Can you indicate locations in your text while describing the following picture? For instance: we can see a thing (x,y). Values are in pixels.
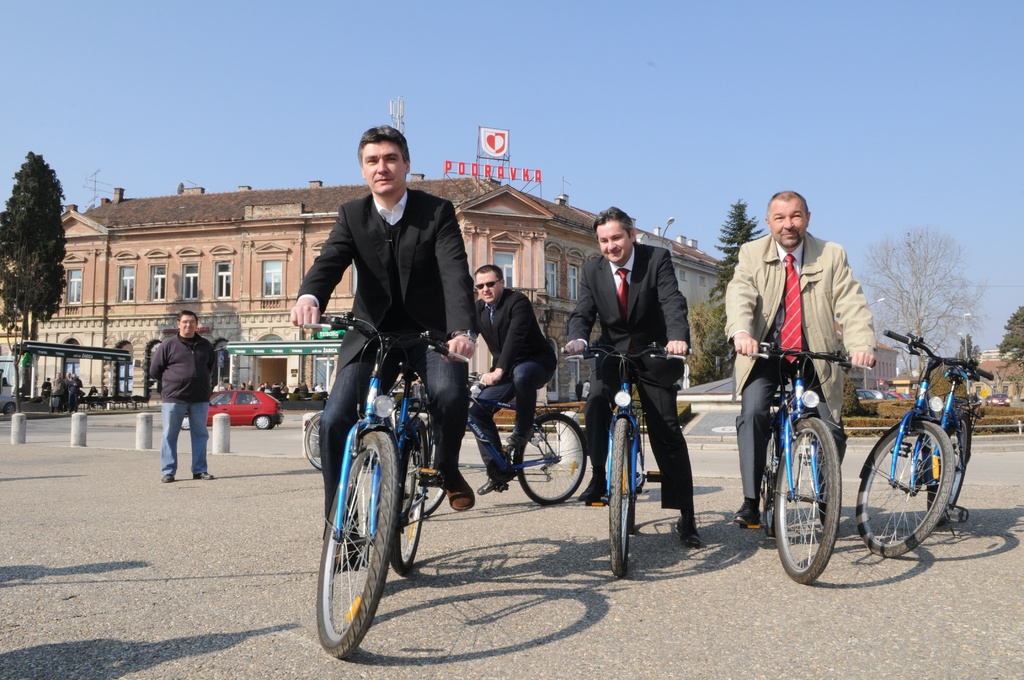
There are five people (481,408) in the picture who are standing in front of a building (223,270) and among them four people (613,339) are on the bicycle (594,344) posing for a picture and the other guy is standing beside them and also there is a red car (247,402) behind the person (180,371) who is standing there.
